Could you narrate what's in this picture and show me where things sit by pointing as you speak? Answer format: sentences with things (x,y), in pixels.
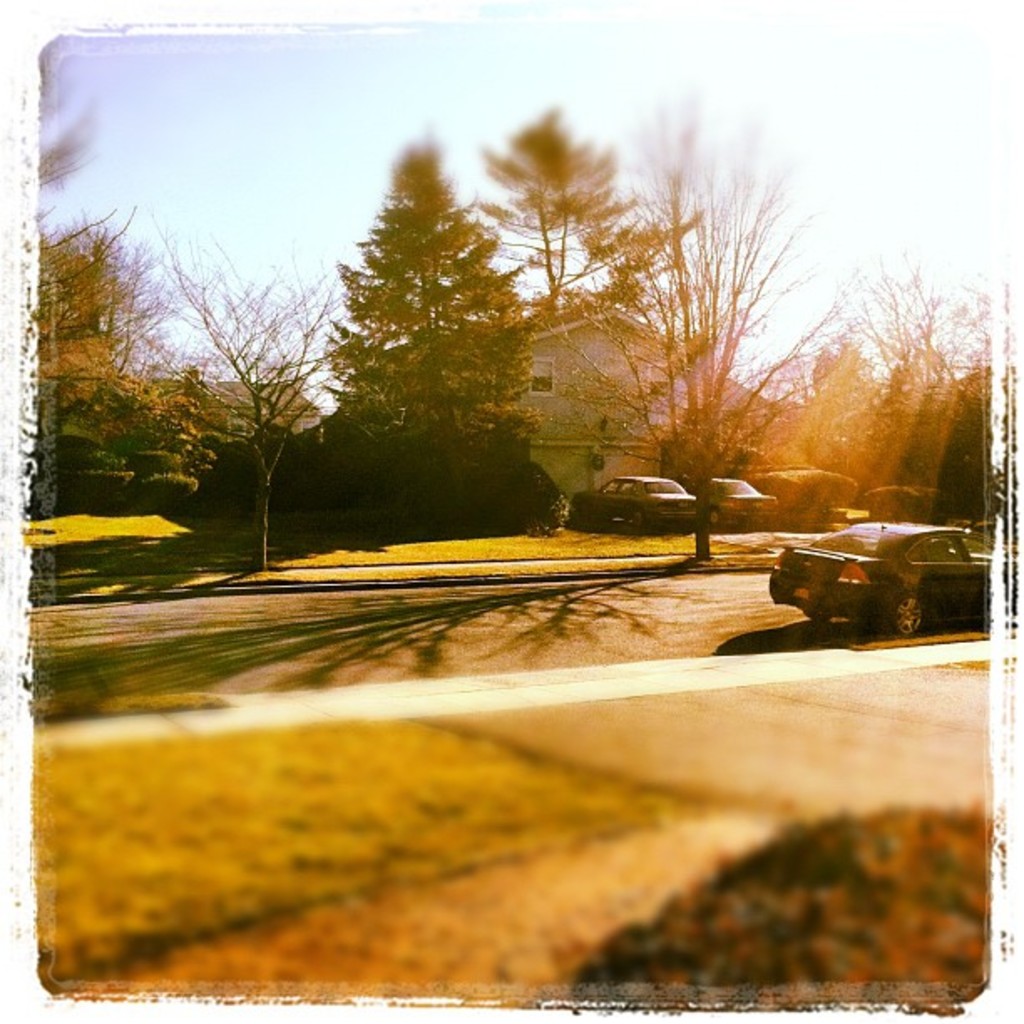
In this image we can see a car (796,566) on the road (439,649), there are two cars (650,499) parked in front of the house (578,407) and there are few trees (439,428) and sky (468,131) in the background (381,128).
